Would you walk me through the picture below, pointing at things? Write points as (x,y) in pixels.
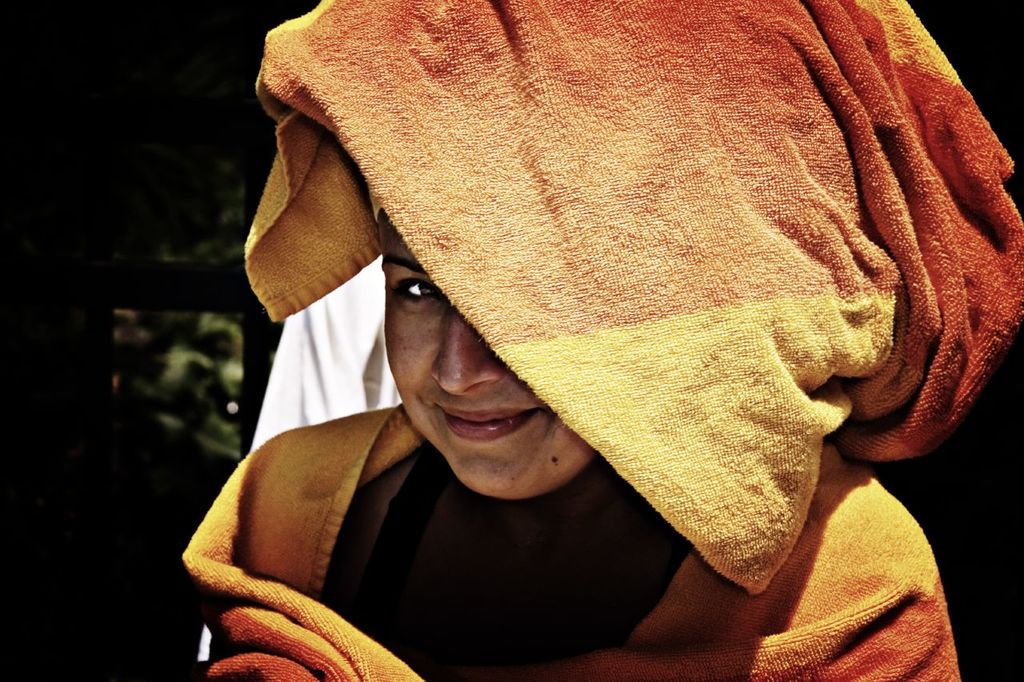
In this image we can see a person (510,524) with cloth (731,276) and there is a white color cloth (315,363) behind the person (520,473) and a dark background (79,628).
